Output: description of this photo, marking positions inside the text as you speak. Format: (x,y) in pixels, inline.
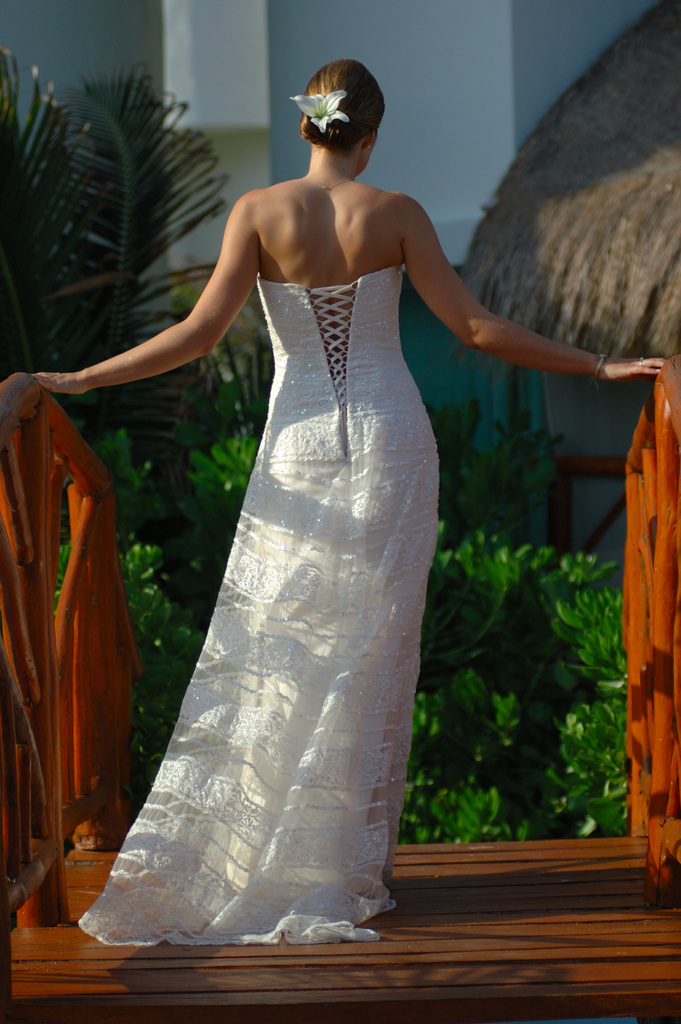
In this image I can see a person (364,679) standing on the wooden surface (416,907) and the person (304,513) is wearing white color dress (318,510), background (564,701) I can see plants (570,660) in green color and the building (393,86) is in white color.
